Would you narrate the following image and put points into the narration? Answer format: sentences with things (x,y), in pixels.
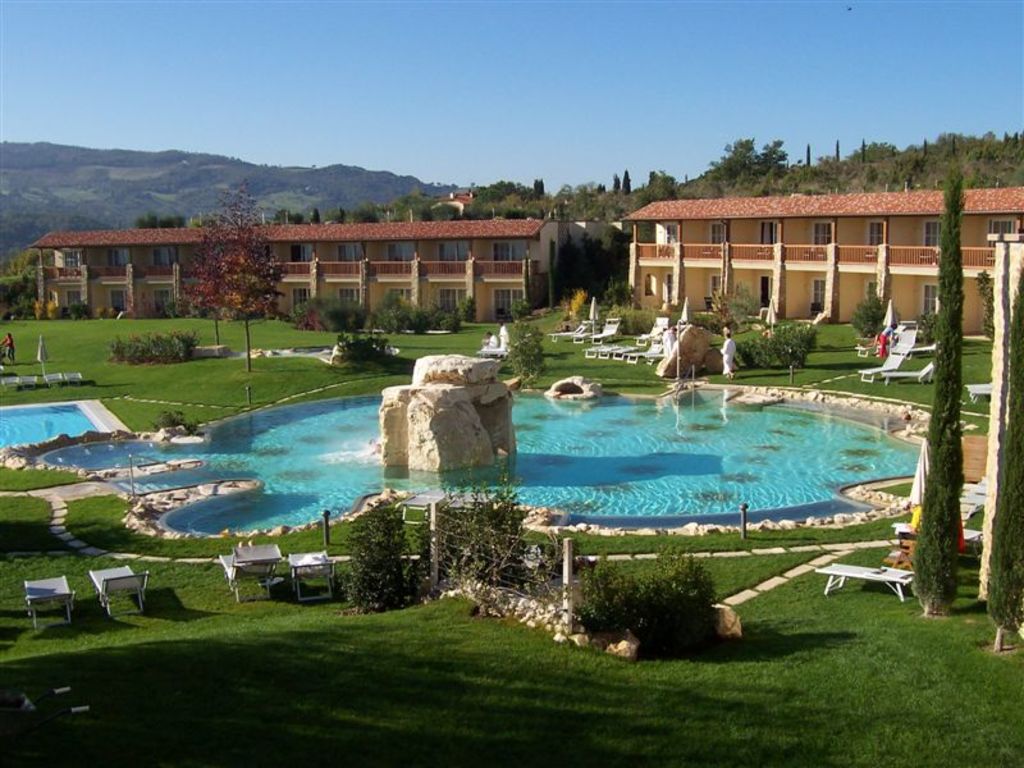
In this image there is a rock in the pool (581,446) having water (516,434). Few chairs (302,558) are on the grassland (618,674) having plants (549,582) and trees (1014,601). Few people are on the grassland (643,364). Bottom of the image (457,572) there is a fence (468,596). Behind there are plants (601,569). Background (75,276) there are buildings (425,273) and trees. Left side (52,205) there is a hill (104,194). Top of the image (720,91) there is sky (543,93).
